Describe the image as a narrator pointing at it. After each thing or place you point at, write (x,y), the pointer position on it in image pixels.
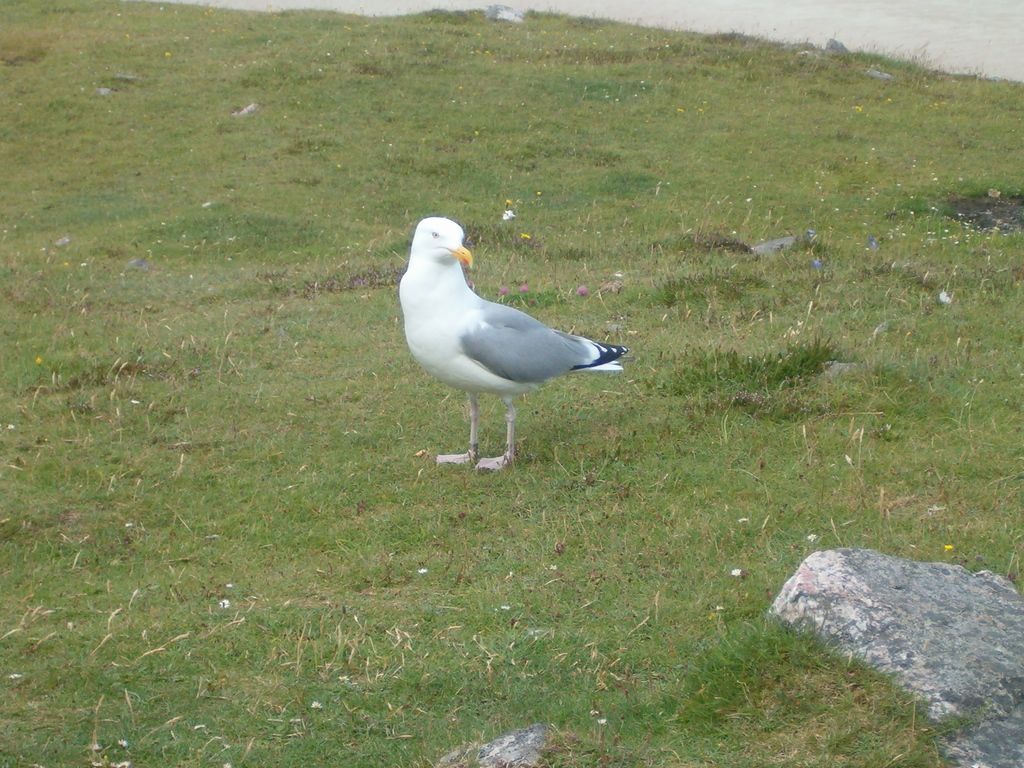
In this image I can see a bird (520,357) standing on the grass (441,582). In the bottom right corner (905,621), I can see a stone (877,622).
